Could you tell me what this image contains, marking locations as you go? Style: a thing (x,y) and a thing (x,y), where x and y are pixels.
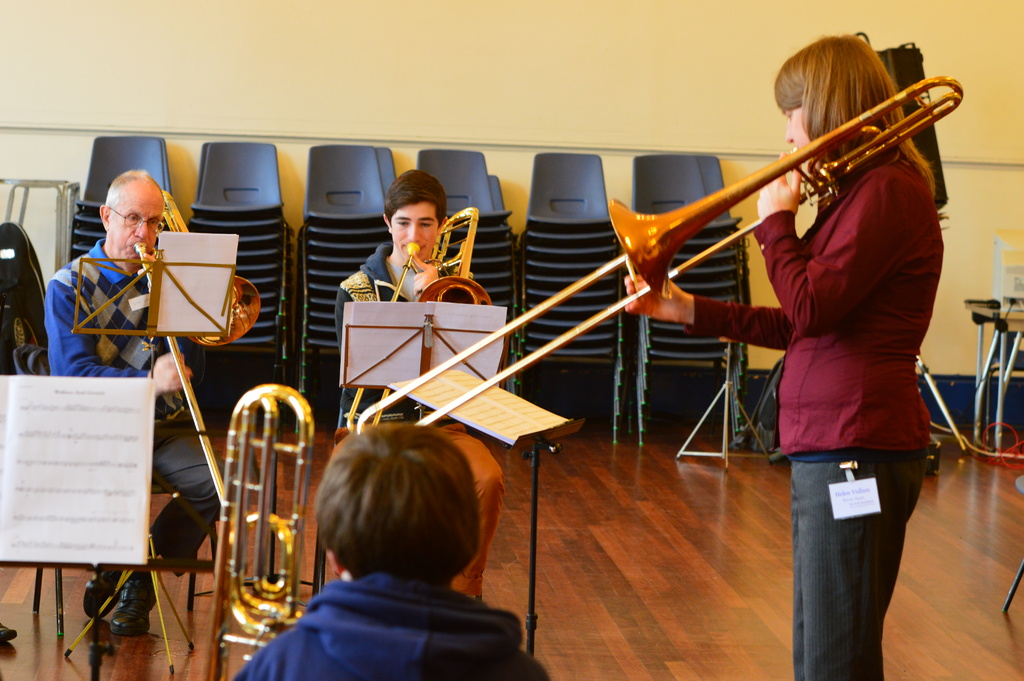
In the bottom left corner of the image (207,496) few people (151,193) are sitting and holding a musical instruments (163,207). In front of them we can see some stands (168,263) and books (496,401). In the bottom right corner of the image (811,578) a woman (841,70) is standing and holding a musical instrument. Behind them we can see some chairs (213,188). Behind the chairs (231,186) we can see a wall (434,119).
